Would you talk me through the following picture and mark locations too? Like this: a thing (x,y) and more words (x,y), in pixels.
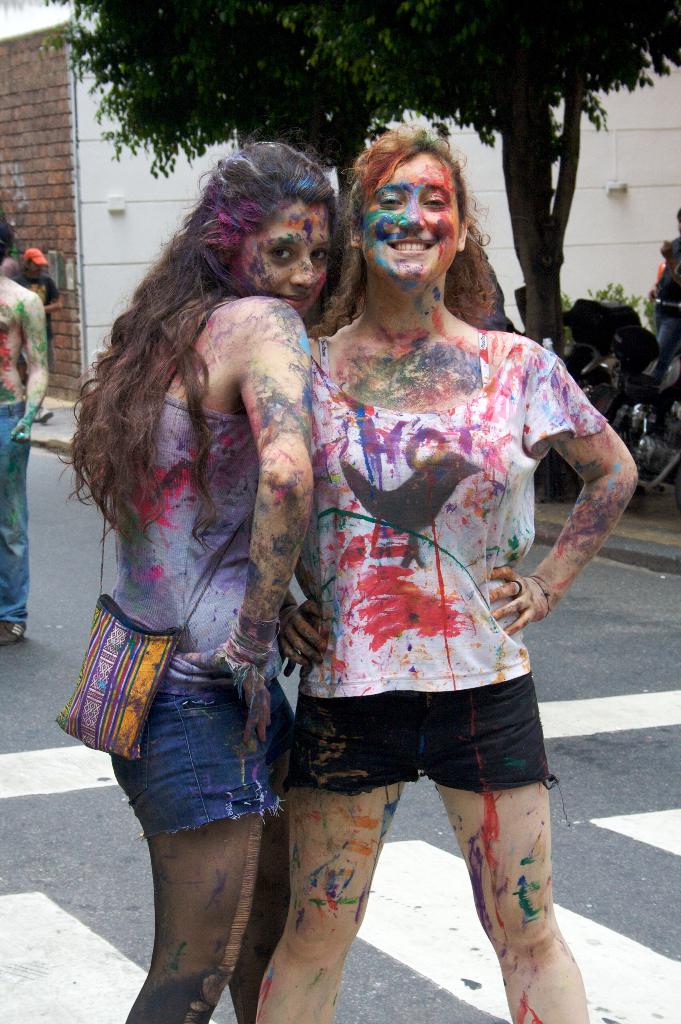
In this picture there are two girls (339,428) in the center of the image (297,372), there are colors (359,544) on their bodies (393,634) and there are other people (16,580), a trees (426,77), a bike (633,344) and a wall (124,187) in the background area of the image (124,187).
